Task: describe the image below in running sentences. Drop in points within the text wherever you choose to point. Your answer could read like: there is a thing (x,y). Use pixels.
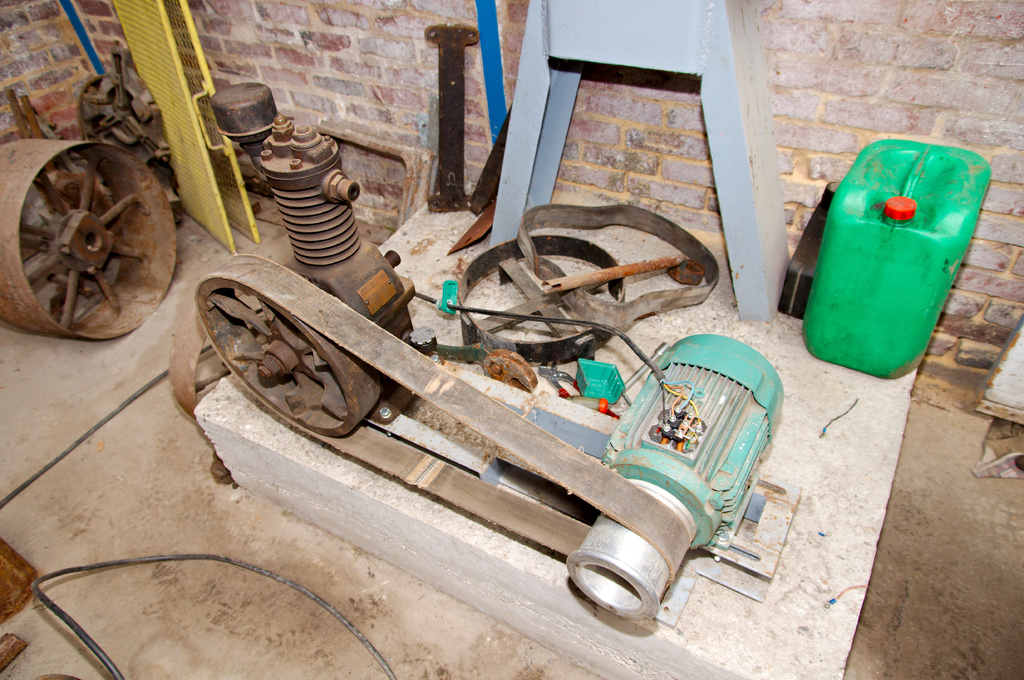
In this picture there is a motor (712,444) which has a belt (555,474) attached to it and there are few other objects (482,272) beside it.
